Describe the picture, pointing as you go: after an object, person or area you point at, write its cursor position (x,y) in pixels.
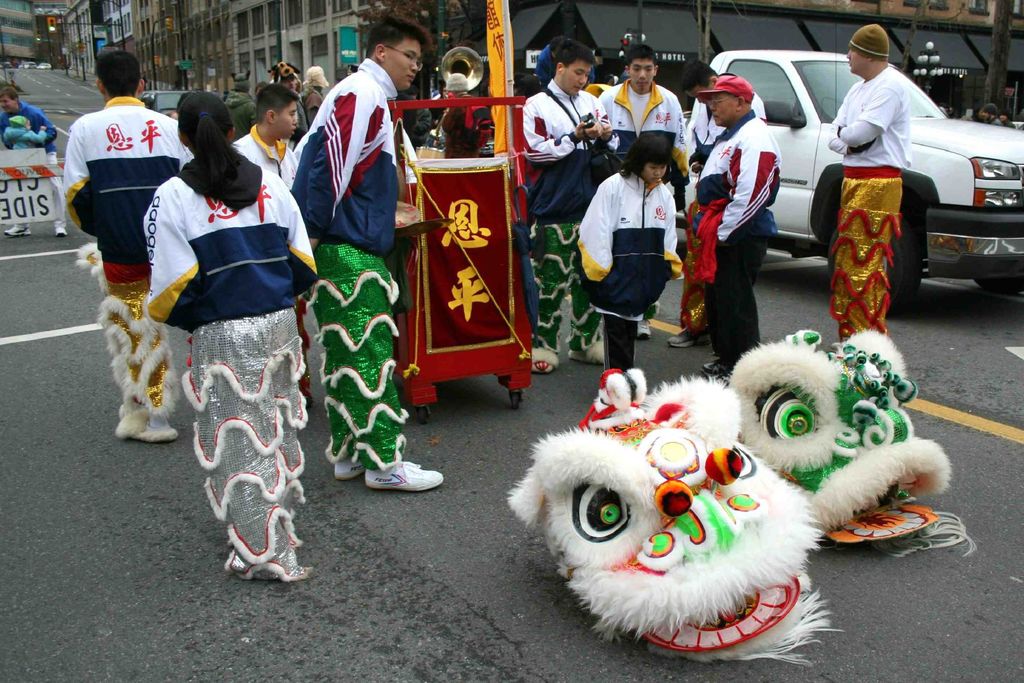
In this image I see people (324,214) who are wearing same dress (212,261) and I see the furry lion masks (634,380) over here and I see a red color thing (455,270) over here and I see the road (174,647) and I see a white color car (907,268) over here. In the background (72,57) I see few more people (324,97) and the buildings (235,56) and I can also see few cars (150,99) in the background (166,101).
